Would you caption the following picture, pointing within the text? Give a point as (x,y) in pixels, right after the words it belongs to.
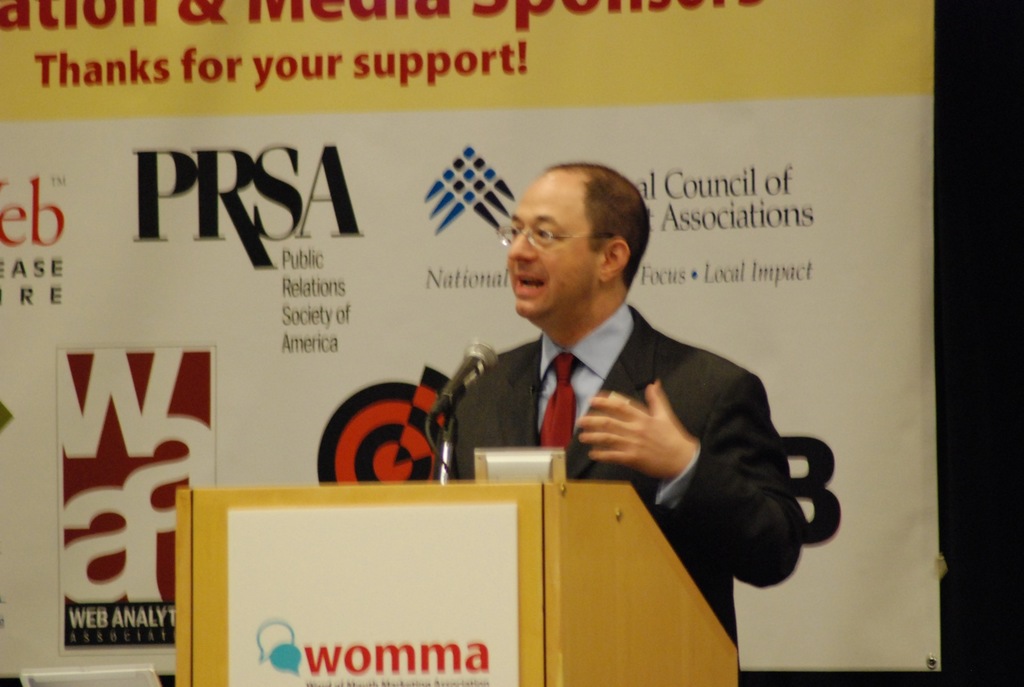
This is the picture of a person (544,415) who is standing in front of the desk (432,486) on which there is a mic (481,353) and behind there is a poster (440,372).
